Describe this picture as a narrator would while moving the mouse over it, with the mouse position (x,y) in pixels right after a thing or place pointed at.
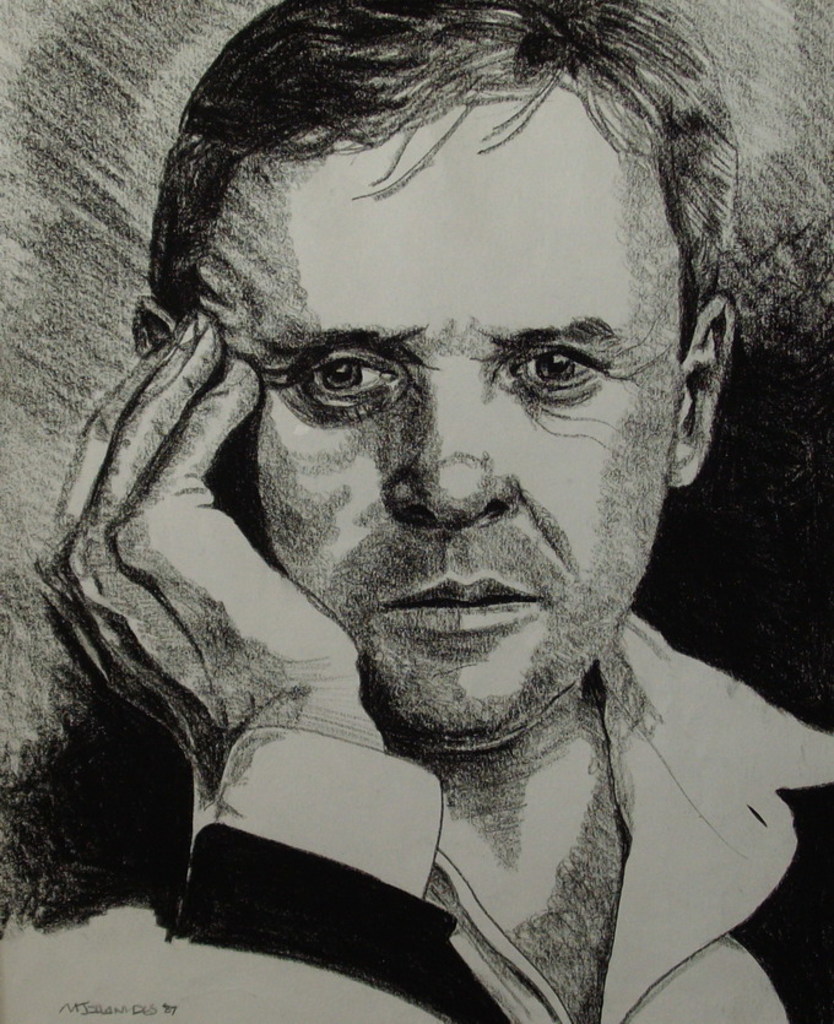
In this image there is an art (343,449). In the art (420,455) we can see there is a man (444,753) who is keeping his hand (196,637) on his face (265,501).
